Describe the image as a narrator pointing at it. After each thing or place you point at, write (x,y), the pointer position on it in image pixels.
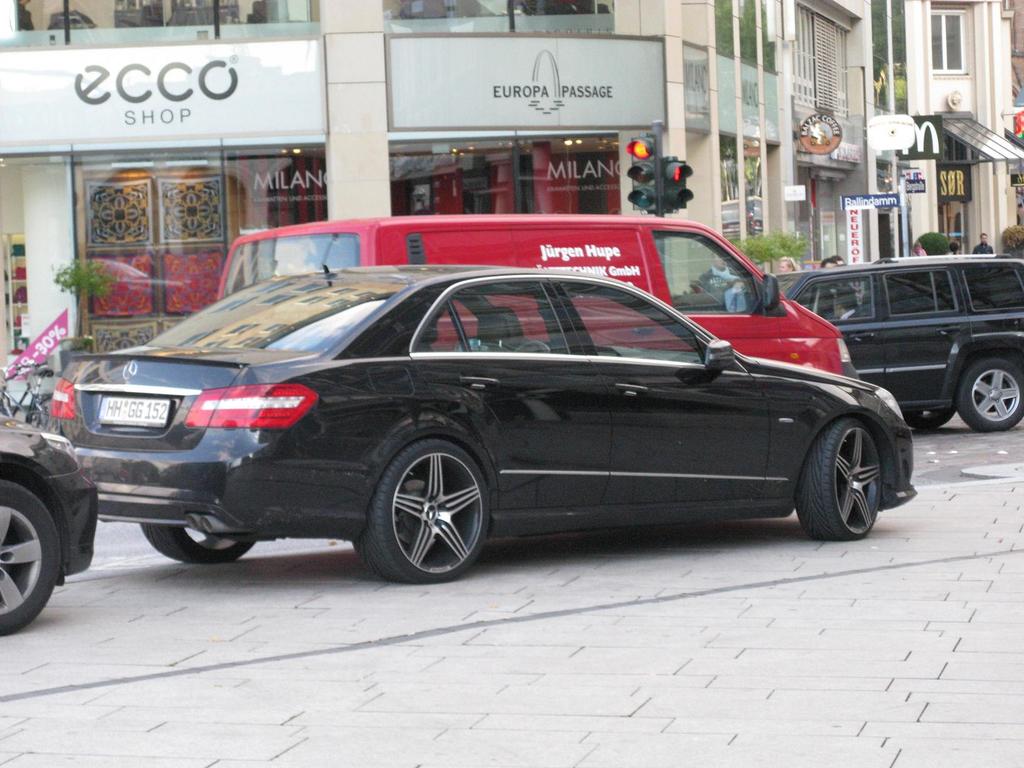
In this image we can see cars (761,357) on the road (454,723). In the background (949,57), we can see buildings (842,172), banners (808,142) and traffic lights (669,168). We can see a plant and bicycle (52,376) on the left side of the image (5,396).
